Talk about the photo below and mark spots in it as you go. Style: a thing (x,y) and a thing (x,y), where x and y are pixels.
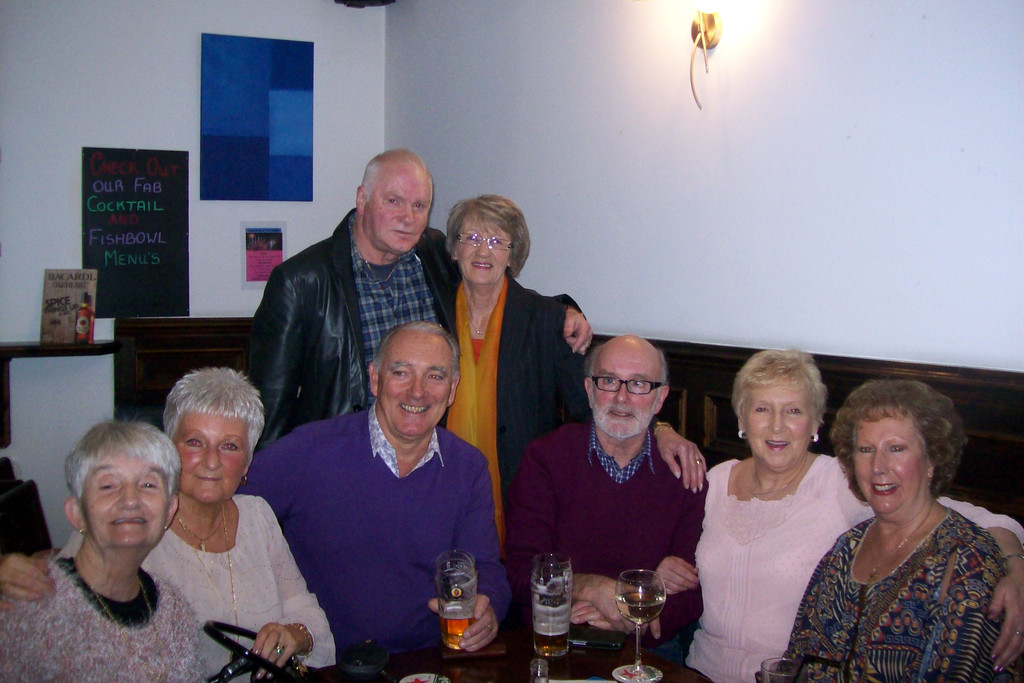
This is a picture taken in a room (722,517), there are a group of people (665,571) sitting on chairs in front of these people (396,475) there is a table (552,658) on the table (559,659) there are glasses (559,650) and some items (572,641). Behind the people (495,536) there are two persons (378,319) standing on the floor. Background of the people (384,371) is a wall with posters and a light (718,27).
